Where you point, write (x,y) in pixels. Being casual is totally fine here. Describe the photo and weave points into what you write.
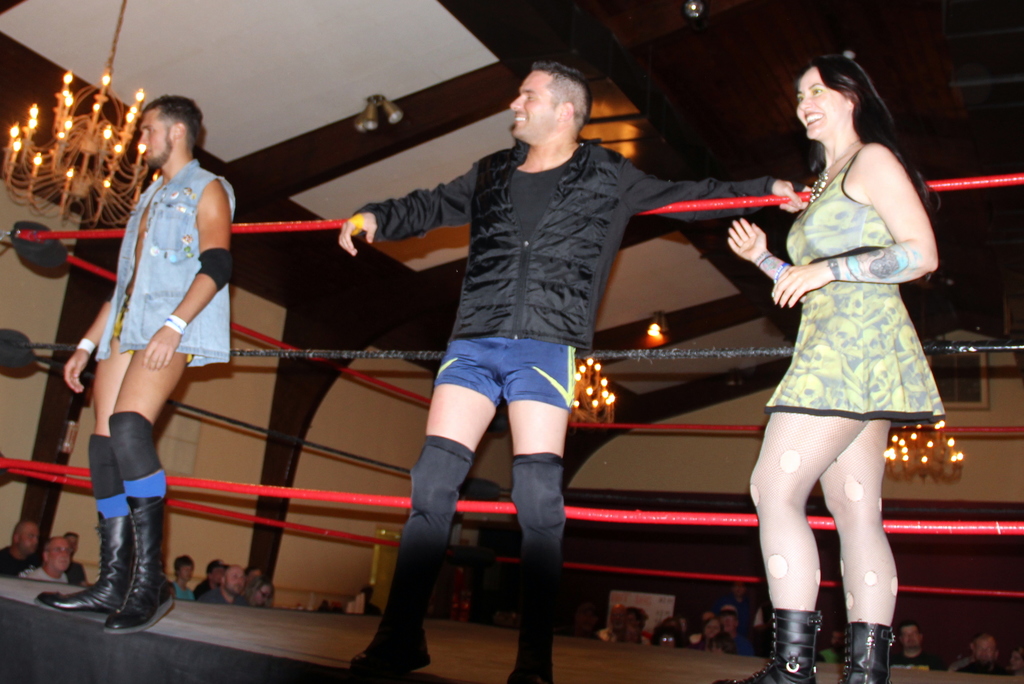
In this image I can see there are three persons (533,259) standing on stage (654,681) in front of fence (287,352) and they are smiling and on the left side (113,152) I can see a chandelier (113,152) attached to the roof (247,25), at the bottom (44,576) in front of stage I can see there are few persons (31,569), there are two chandelier (936,463) visible in the middle (584,390), I can see the wall (412,432) visible in the middle (638,432).
